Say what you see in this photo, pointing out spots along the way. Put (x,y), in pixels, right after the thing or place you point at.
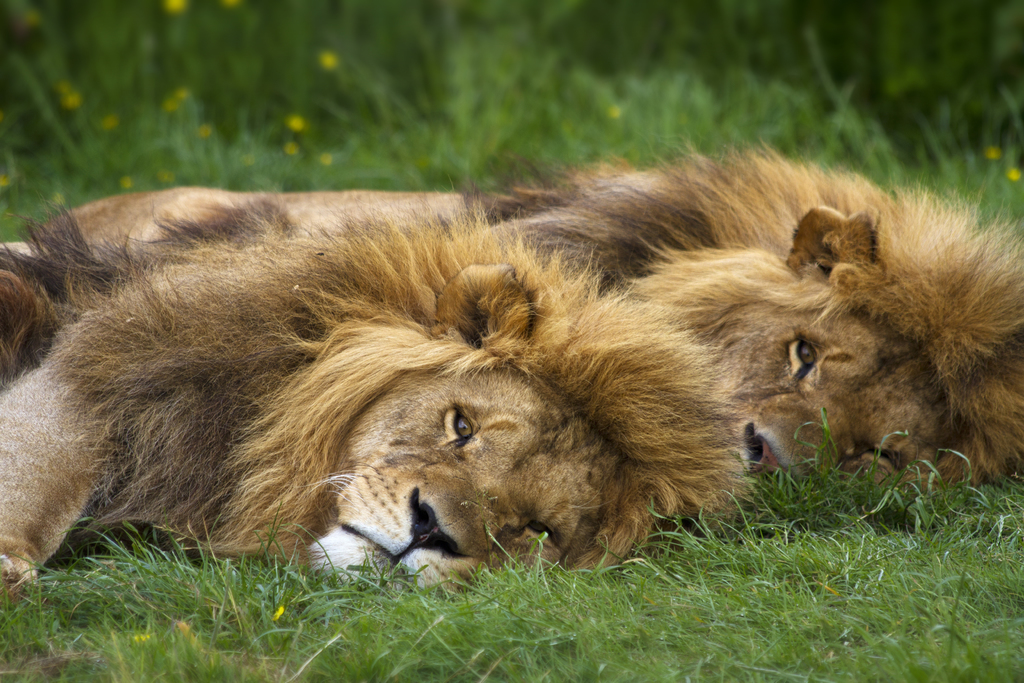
In this picture, we can see two lions (374,244) resting on the ground (791,493) and the ground (681,547) is covered with grass (937,587), we can see the background (858,75) is blurred.
